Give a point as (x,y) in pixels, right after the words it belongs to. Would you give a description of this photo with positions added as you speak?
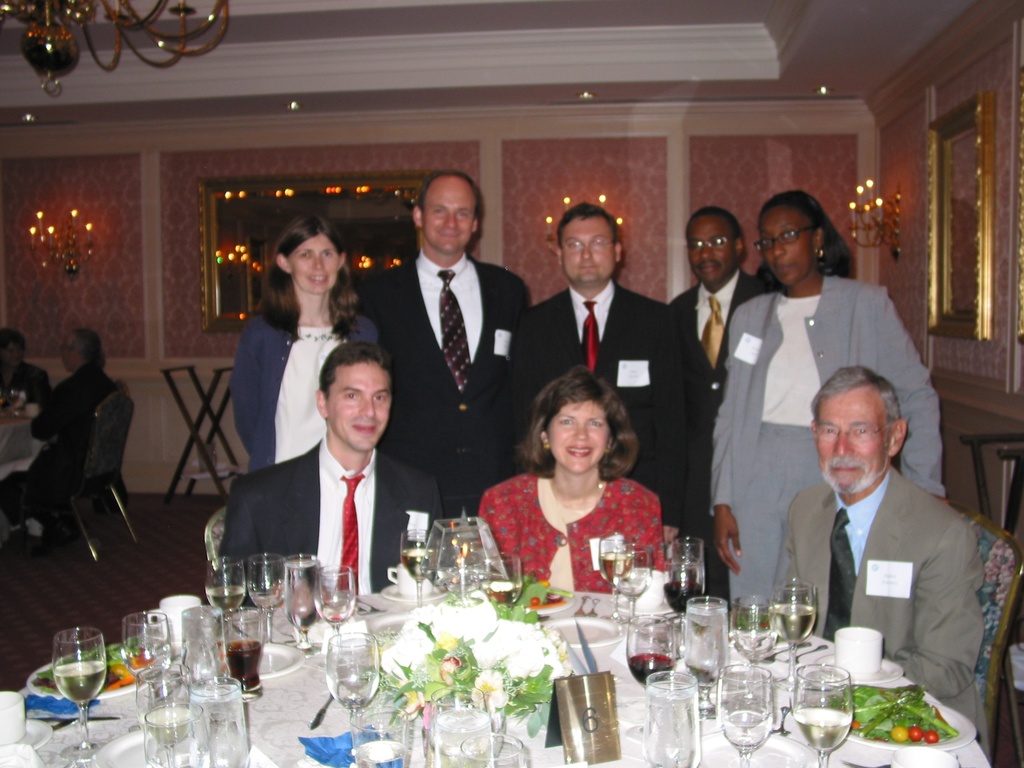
In this image there are three person (513,518) sitting. On the table (314,699) there is a glass (350,652), plate (301,660), food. At the back side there are five person (613,324) standing. We can see a frame (210,238) on the wall (176,271).
